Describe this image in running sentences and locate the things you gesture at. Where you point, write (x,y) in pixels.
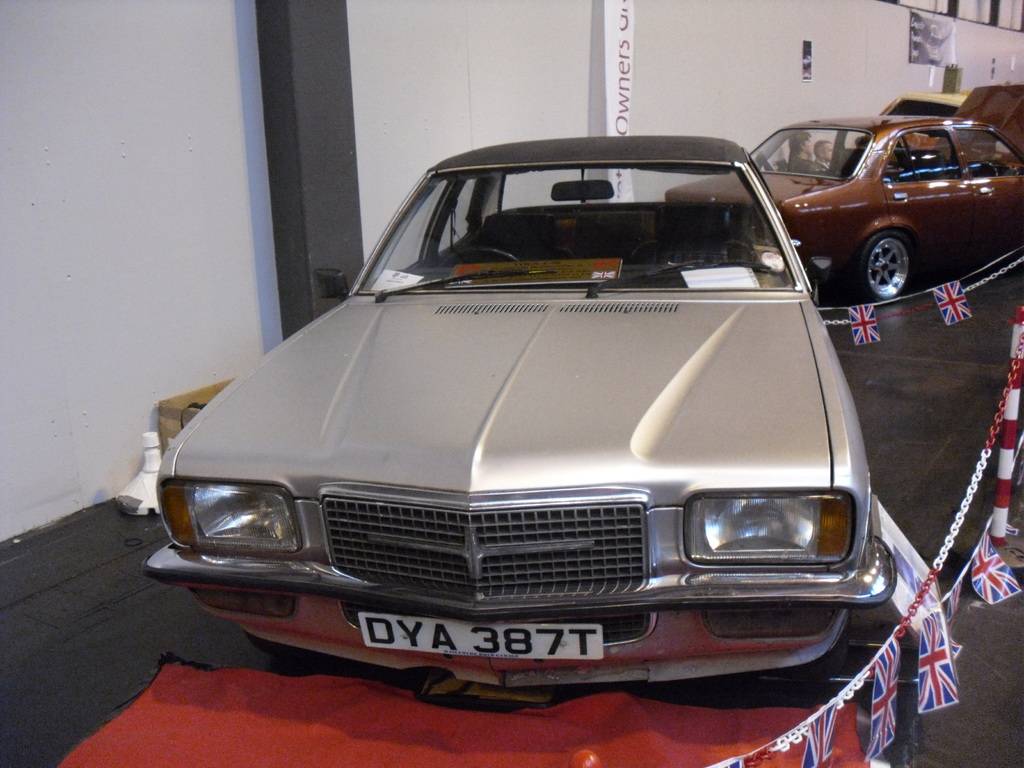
In this image we can see some cars (763,258) which are of different colors and different model and at the background of the image (830,142) there are some persons (815,167) sitting in the car (781,160), there is wall (159,136).
